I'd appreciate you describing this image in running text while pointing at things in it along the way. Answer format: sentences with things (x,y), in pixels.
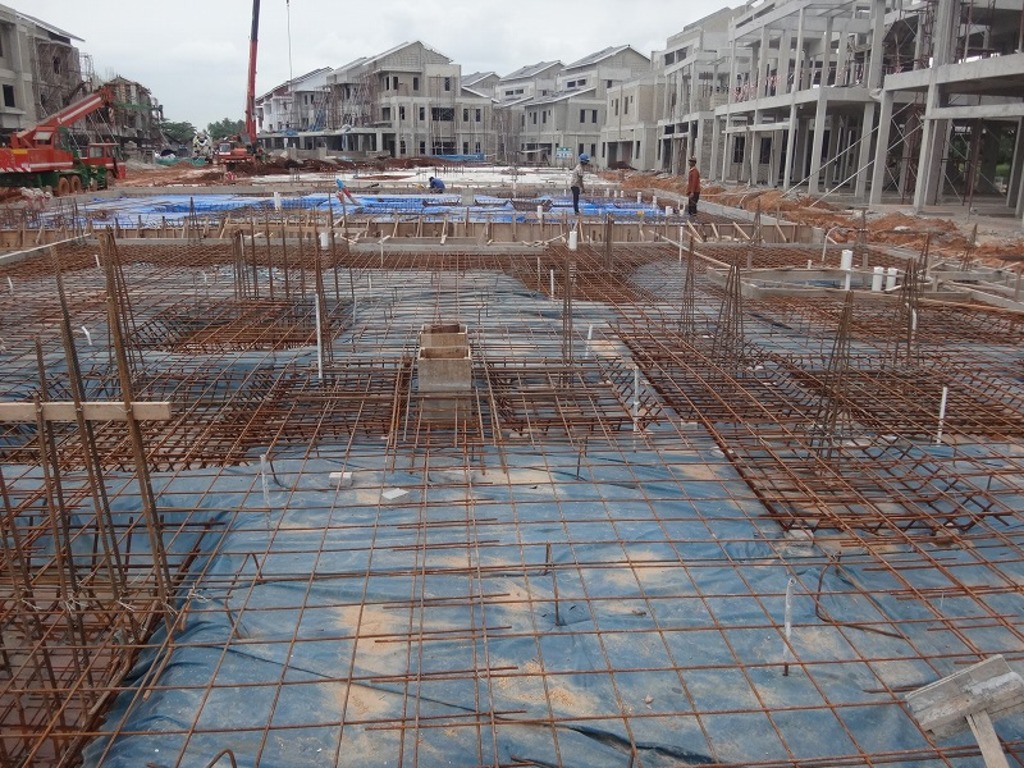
In the image we can see a construction of buildings (948,4) and few people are standing. In the top left corner of the image (89,163) there are some cranes (255,15). Behind them there are some trees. At the top of the image (227,56) there are some clouds (60,1) and sky (190,105).
